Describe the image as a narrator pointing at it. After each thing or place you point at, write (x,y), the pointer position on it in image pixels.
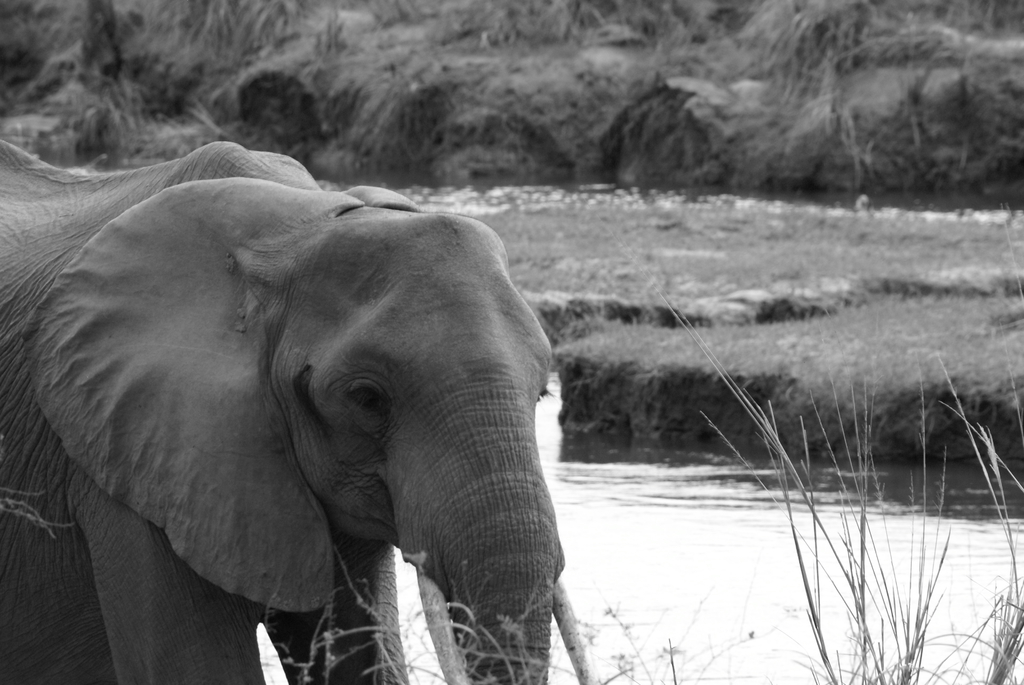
In this picture I can see an elephant (427,384) in front (84,216) and behind the elephant (530,632) I can see the water (747,551) and I can see few plants (333,632). In the background (340,95) I can see the grass (809,360) and I see that this is a black and white image.
